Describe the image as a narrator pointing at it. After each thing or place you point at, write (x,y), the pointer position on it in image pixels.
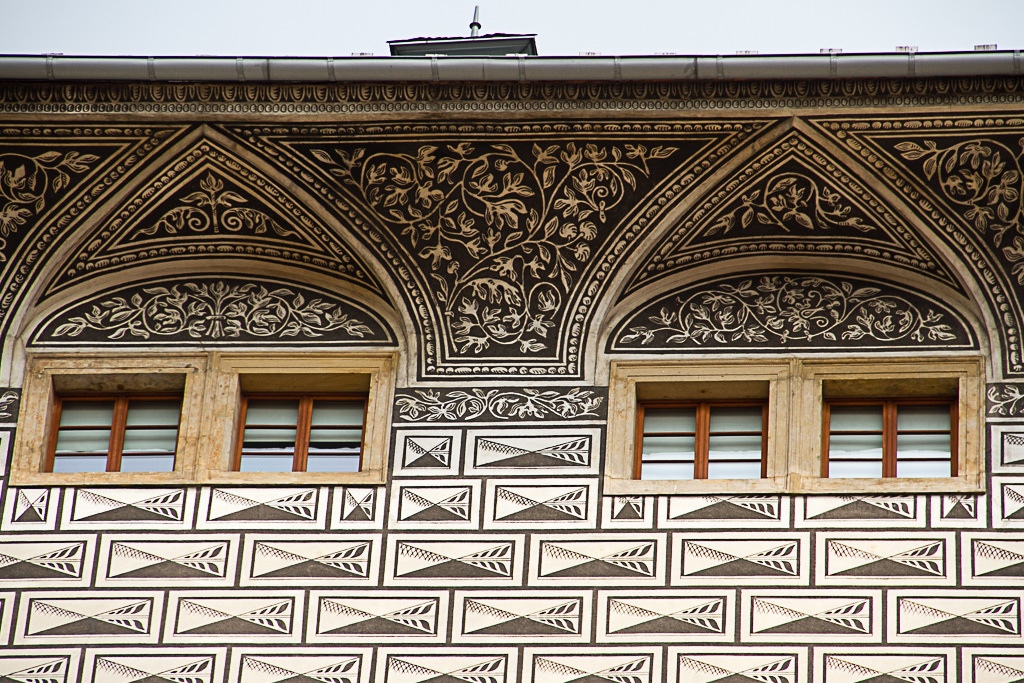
In front of the image there are windows (38,383) and a building (572,514). At the top of the image (736,23) there is sky (736,23).
